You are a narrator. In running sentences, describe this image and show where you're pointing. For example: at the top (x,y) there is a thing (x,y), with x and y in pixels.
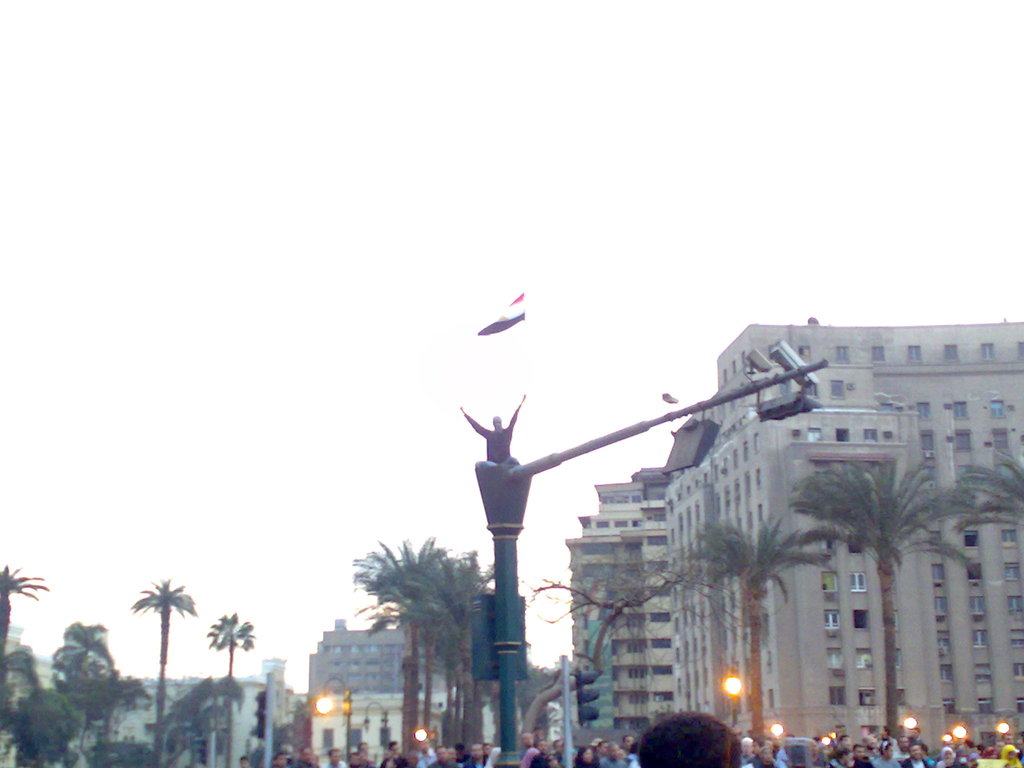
In this image we can see the board (493,606) and lights (800,402) to the pole (481,487). Here we can see the person (510,453), flag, traffic signal poles (589,671), light poles (1007,724), people (524,742) standing here, trees (448,693), buildings (382,688) and the sky (302,55) in the background (491,142).
